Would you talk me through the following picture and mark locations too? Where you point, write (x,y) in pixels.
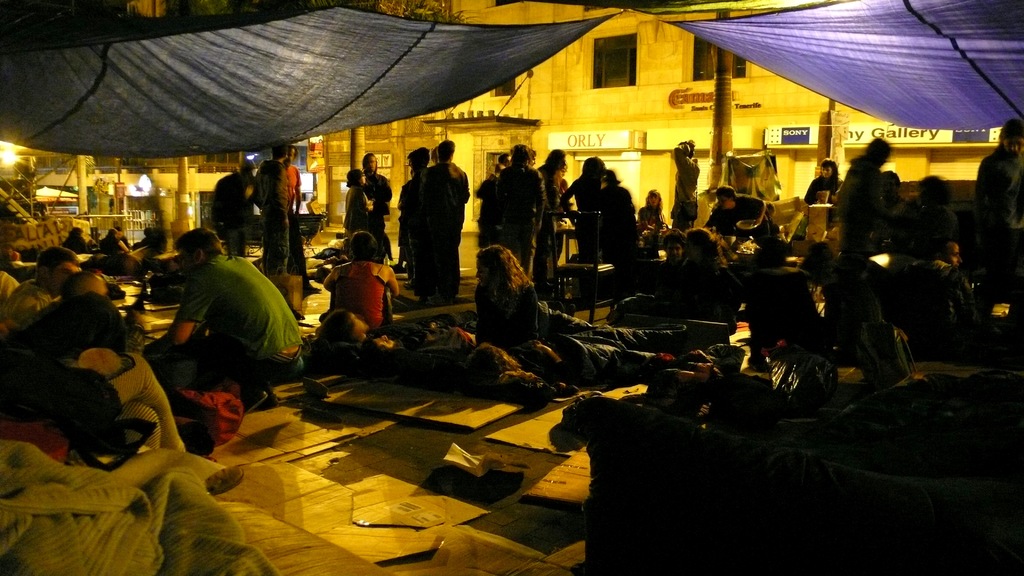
In this image we can see few people (269,367) are sitting on the ground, few people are lying on the ground (471,495) and few people (999,192) are standing. Here we can see chairs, tents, trees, boards (316,161) and buildings (784,103) in the background (563,70).
